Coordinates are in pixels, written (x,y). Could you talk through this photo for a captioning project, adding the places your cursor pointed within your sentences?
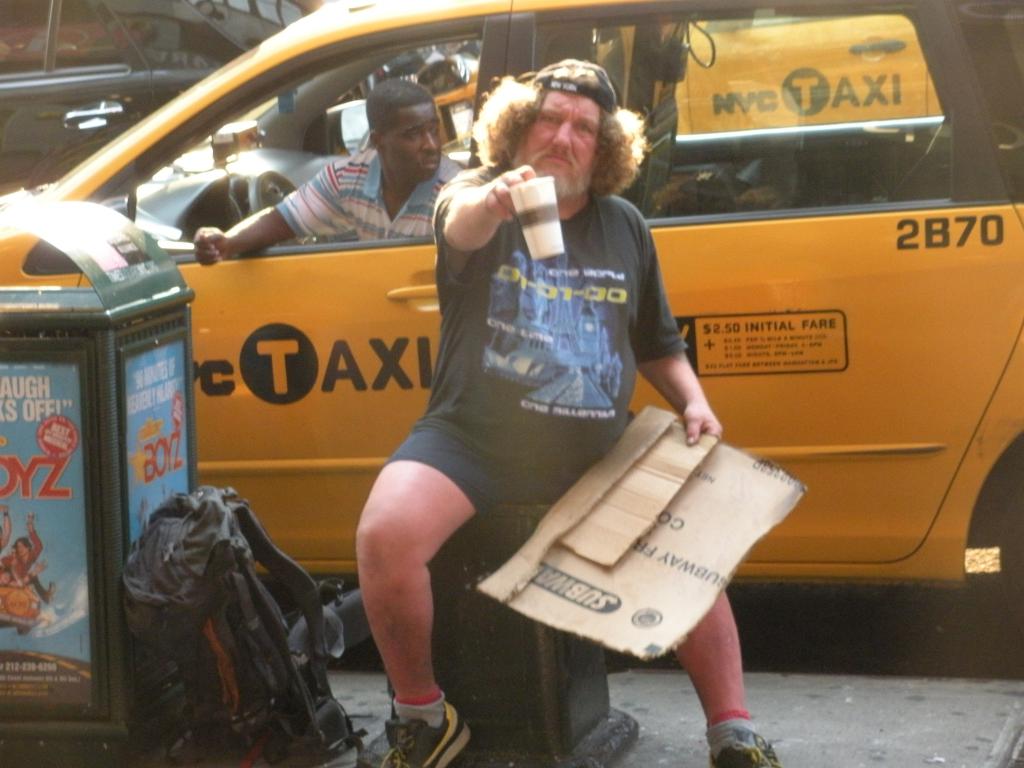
In this image the man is sitting in the car (231,332). In front (601,331) the man (589,325) is sitting and holding a cup (553,225). On the floor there is a bag (174,663) and a bin (31,416).
